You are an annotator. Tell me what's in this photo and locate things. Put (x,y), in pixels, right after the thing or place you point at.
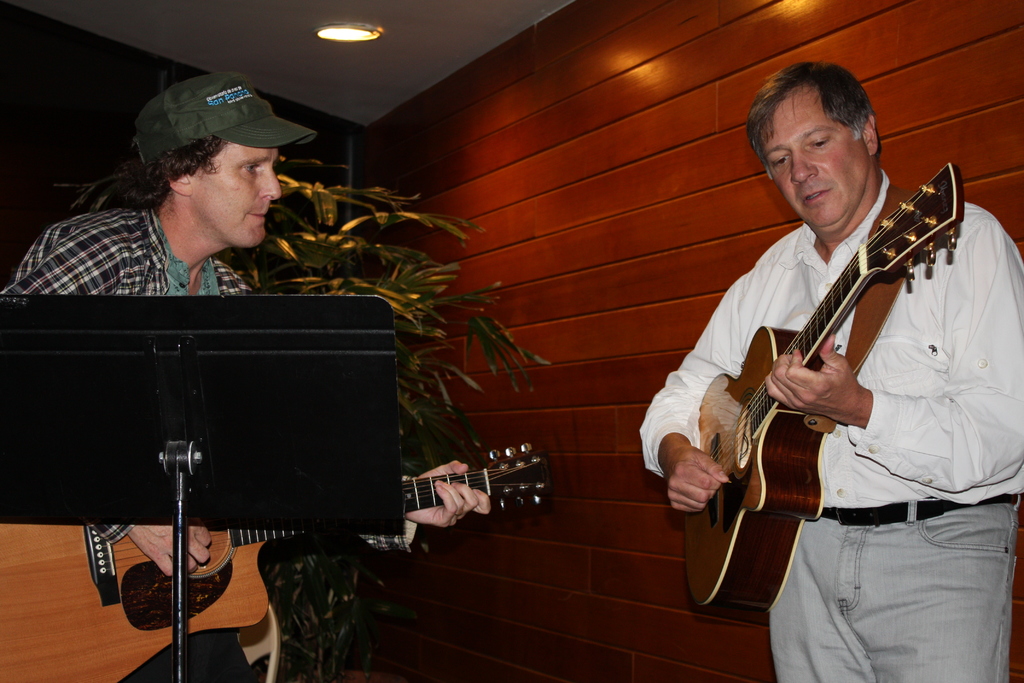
This image is clicked inside. There are two men (127,275) in this image. To the right (855,609), the man (924,313) wearing white shirt (936,479) is playing guitar (761,444). To the left (72,253), the man (98,264) wearing black shirt (93,246) and a green cap (184,132), is also playing guitar (134,586). In the background (330,212), there is a houseplant (360,223). To the right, there is a brown wall (503,113).
